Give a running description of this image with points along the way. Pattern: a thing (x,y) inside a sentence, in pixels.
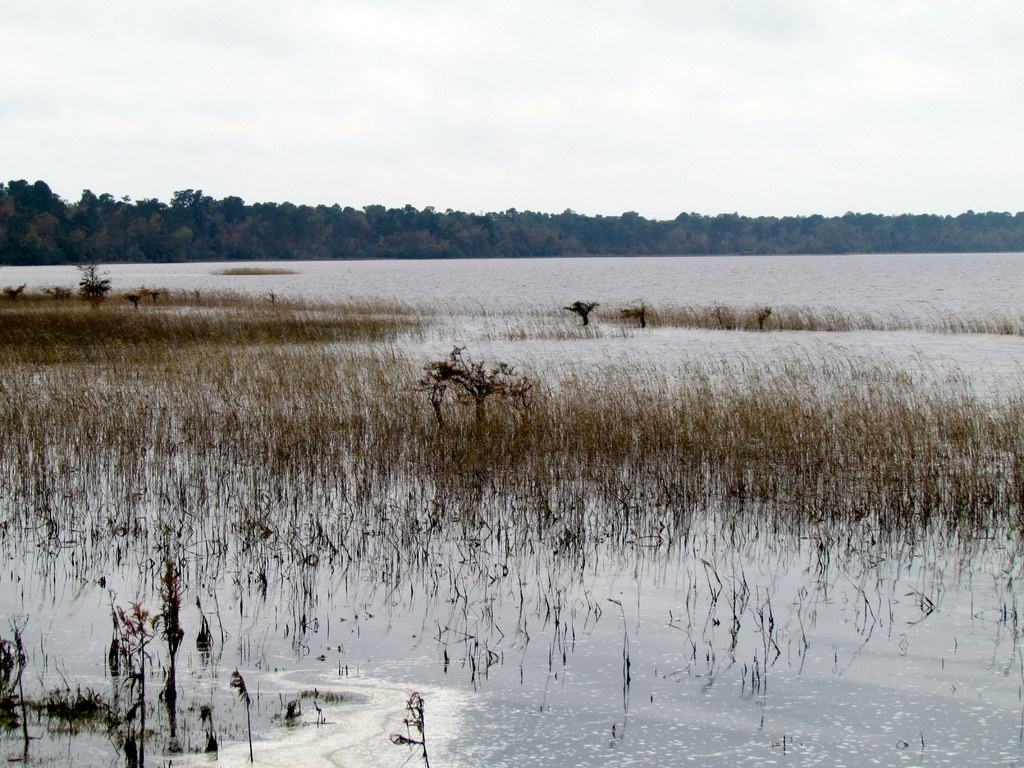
In this picture I can see grass (888,420), water (553,295), trees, and in the background (466,99) there is the sky (611,57).
